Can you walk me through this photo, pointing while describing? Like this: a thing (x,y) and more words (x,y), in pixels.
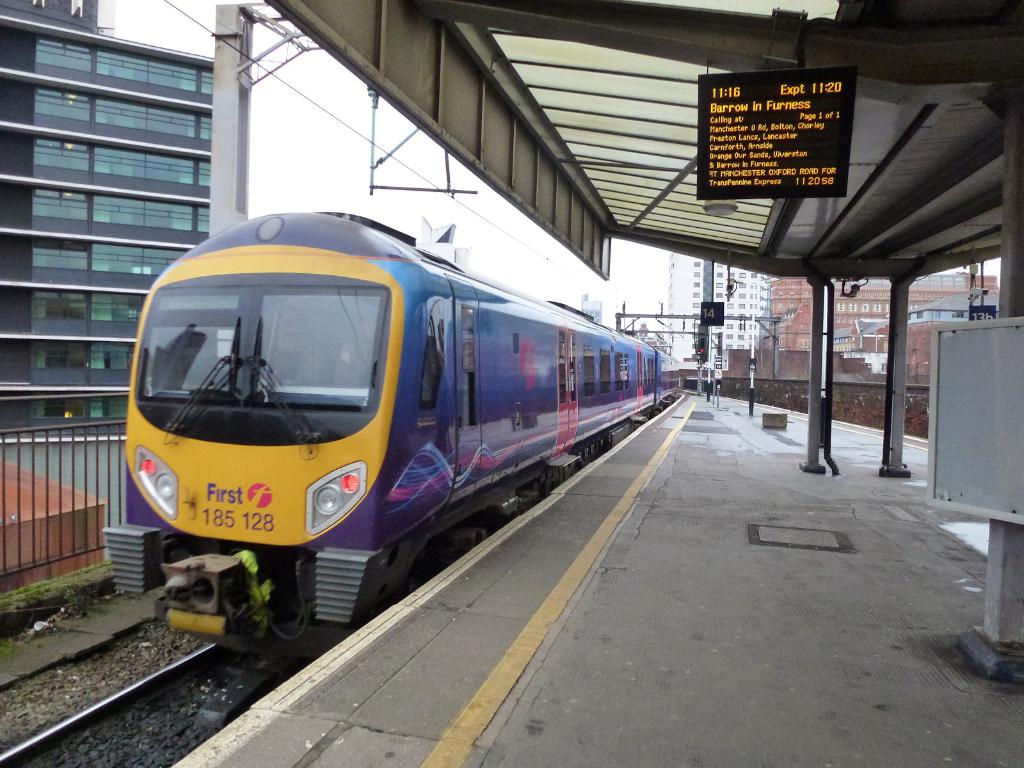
In the center of the image (426,426) there is a train (495,397) on the railway track (198,663). On the right side of the image (762,642) we can see platform (737,553), LCD display (762,184) and pillars (823,453). On the left side of the image (166,246) we can see buildings (85,285). In the background (556,283) we can see buildings (763,290) and sky (518,258).
